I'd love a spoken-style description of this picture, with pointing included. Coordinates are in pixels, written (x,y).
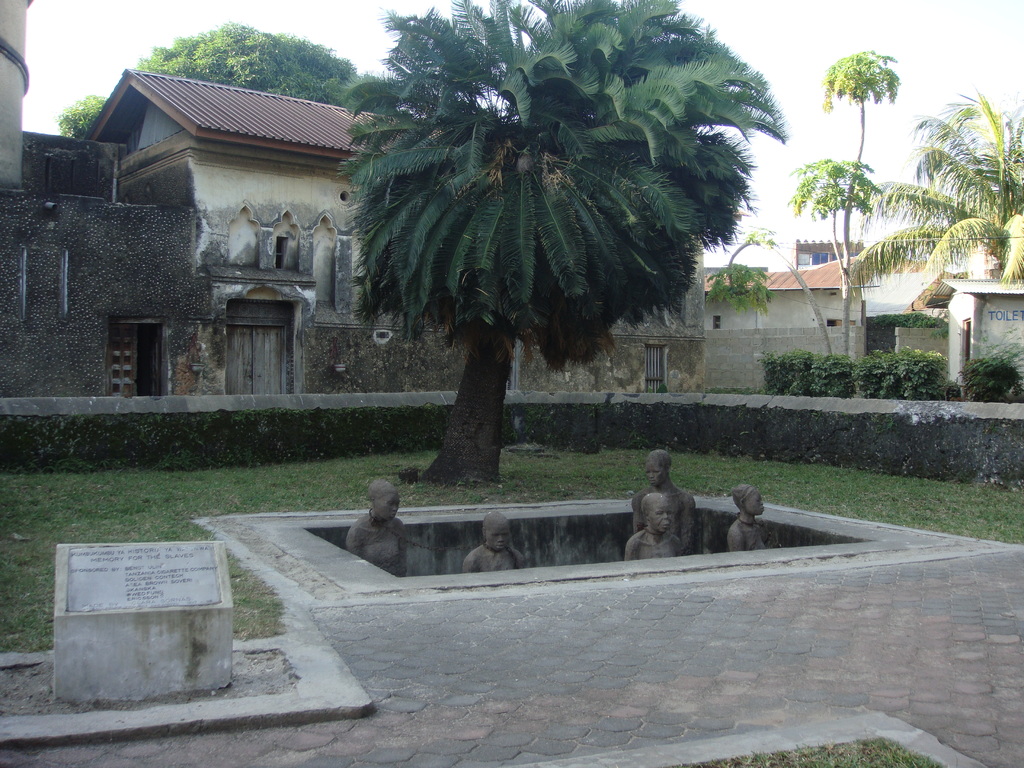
In this image there is a path (392,599) and there are statues (381,546) in the path (307,614), beside the path (327,612) there is a garden (557,462) and a tree (464,407) and there is a wall (809,397), in the background (210,268) there are houses (926,296), trees (1013,256) and the sky (985,87).
